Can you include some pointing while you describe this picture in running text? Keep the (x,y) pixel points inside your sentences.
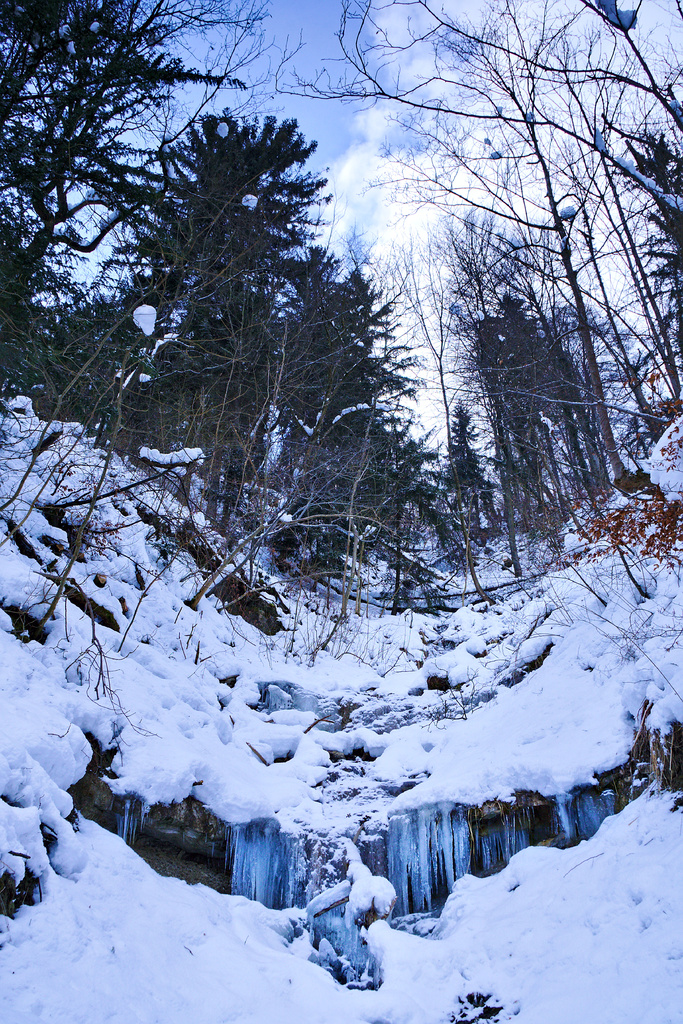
As we can see in the image there is snow (242,664), trees (313,466), sky (284,66) and clouds (392,111).
